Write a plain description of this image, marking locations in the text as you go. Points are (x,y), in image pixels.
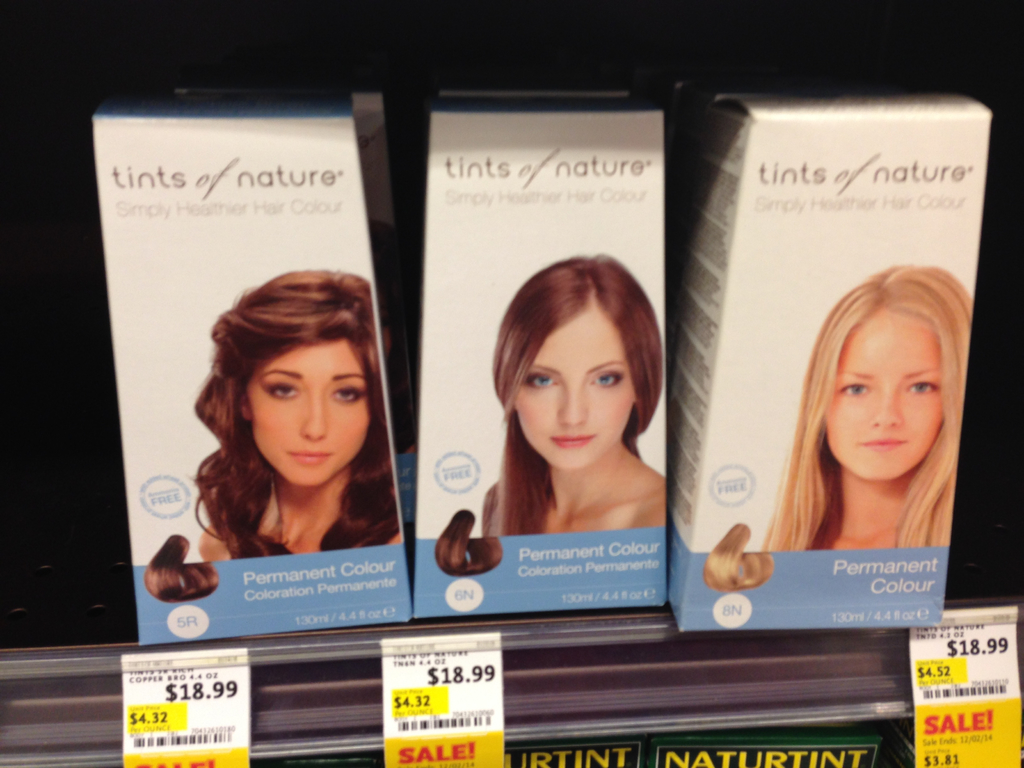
In this picture we can see few boxes (152,365) in the rack (119,604), and we can find price tags (410,669).
